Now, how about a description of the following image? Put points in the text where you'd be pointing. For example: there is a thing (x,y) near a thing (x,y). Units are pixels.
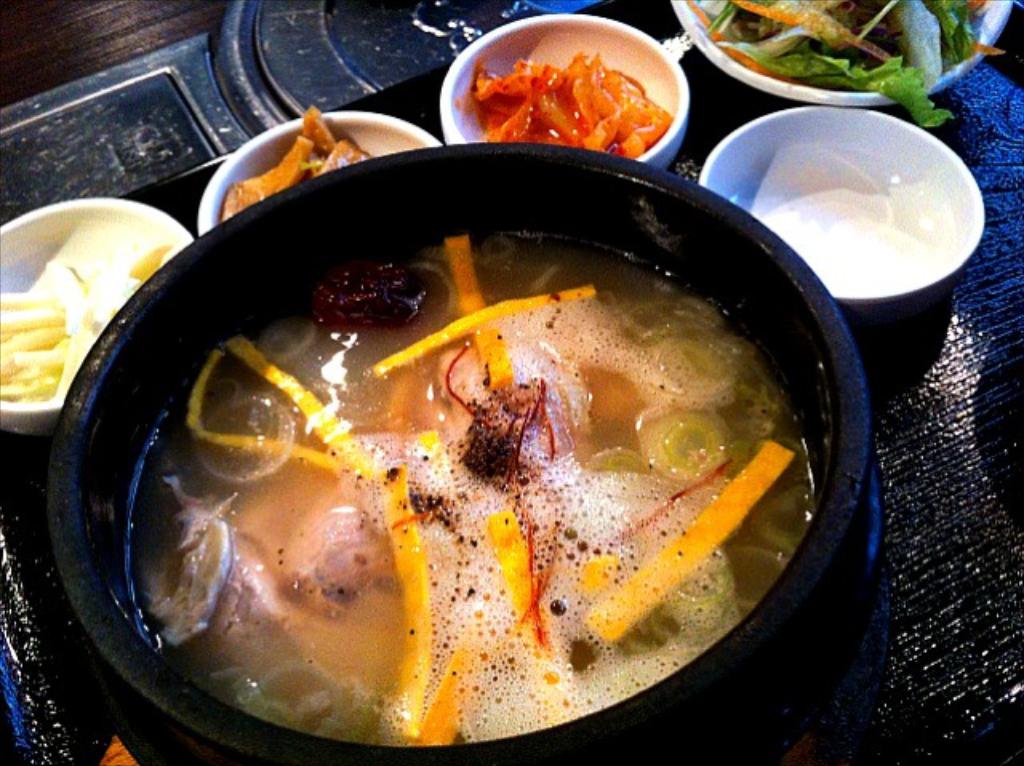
Here I can see a pan (200,316) and few bowls (61,248) which consists of different food items (764,33). These are placed on a table (973,532).
